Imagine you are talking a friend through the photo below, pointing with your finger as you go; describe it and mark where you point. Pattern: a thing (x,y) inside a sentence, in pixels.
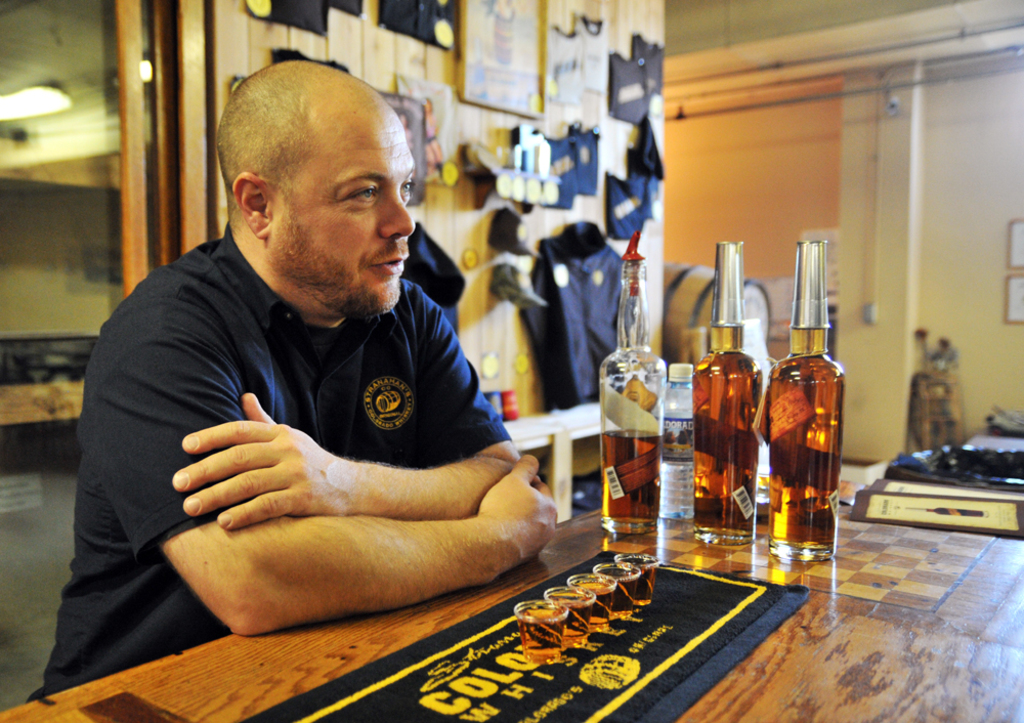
In this image we can see there is a person (433,481). And there is a table (884,566), on the table (801,579) there is a mat (652,614), glasses (605,592) and bottles (717,405). There is a wall (666,206), to that wall (249,46) there is a cloth (558,242), frame (535,84), window (67,75), pole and some objects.
